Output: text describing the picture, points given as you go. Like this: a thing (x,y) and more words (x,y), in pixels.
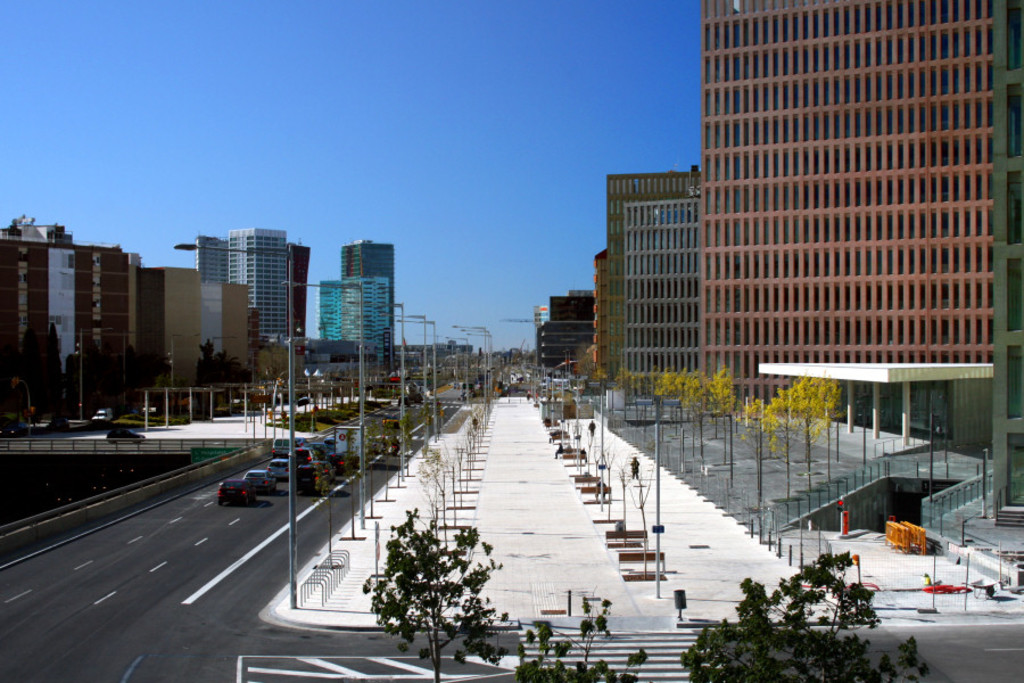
We can see trees (664,382), poles (361,413) and lights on poles (363,453) and we can see vehicles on the road (178,641). In the background (370,346) we can see buildings (880,308), trees (68,401) and sky (494,303).
